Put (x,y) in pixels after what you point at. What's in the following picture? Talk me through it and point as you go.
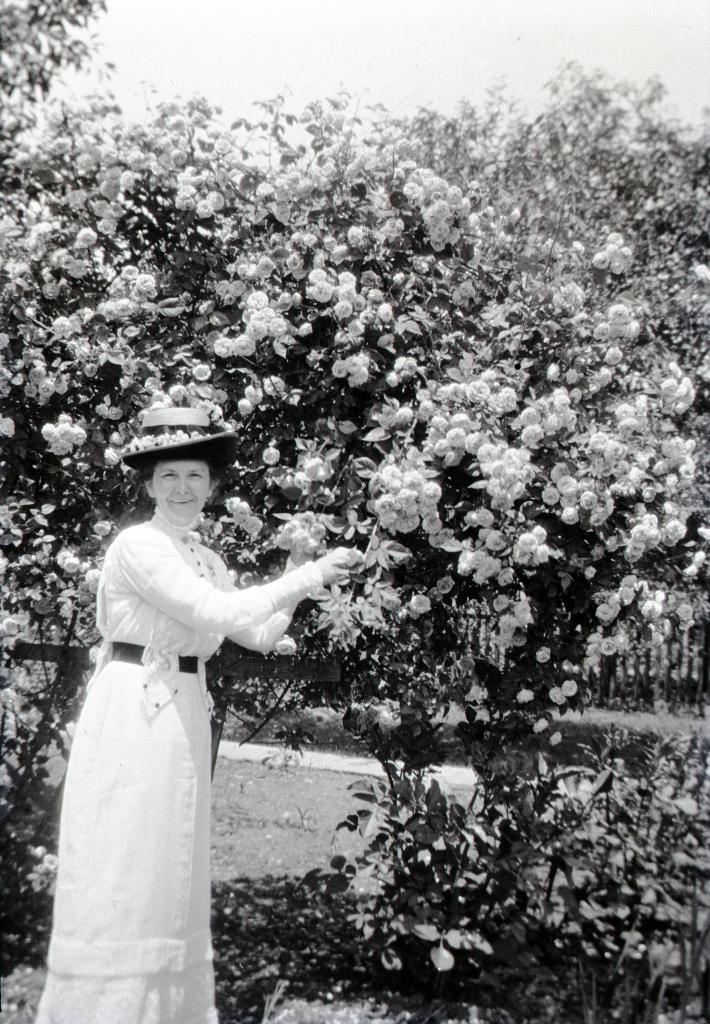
It is a black and white image of a woman (184,615) with a hat (175,433). In the background (382,292) we can see a flower tree (519,531).
